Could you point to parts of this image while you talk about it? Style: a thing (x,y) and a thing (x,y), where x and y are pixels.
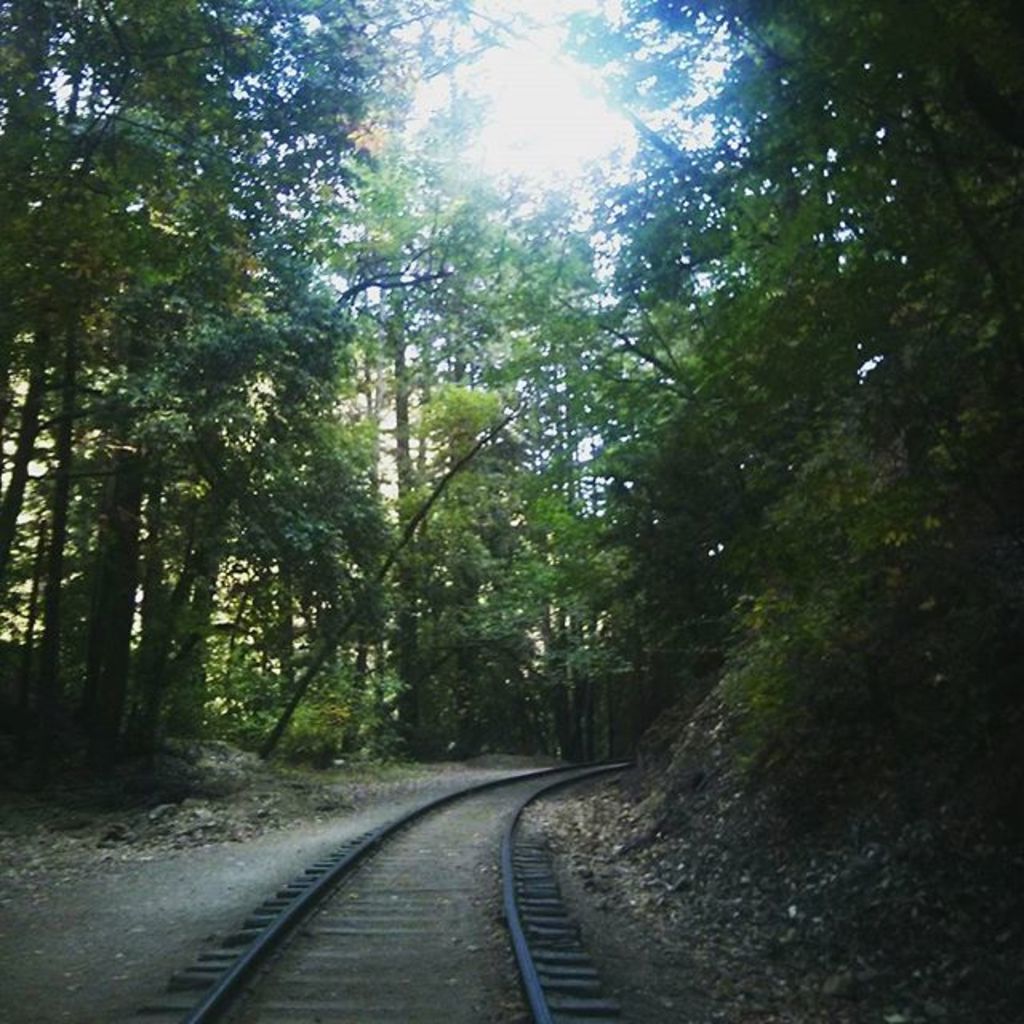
In this picture I can see railway track (277,1018), trees (539,747), plants (1005,628), and in the background (549,138) there is sky (579,147).
